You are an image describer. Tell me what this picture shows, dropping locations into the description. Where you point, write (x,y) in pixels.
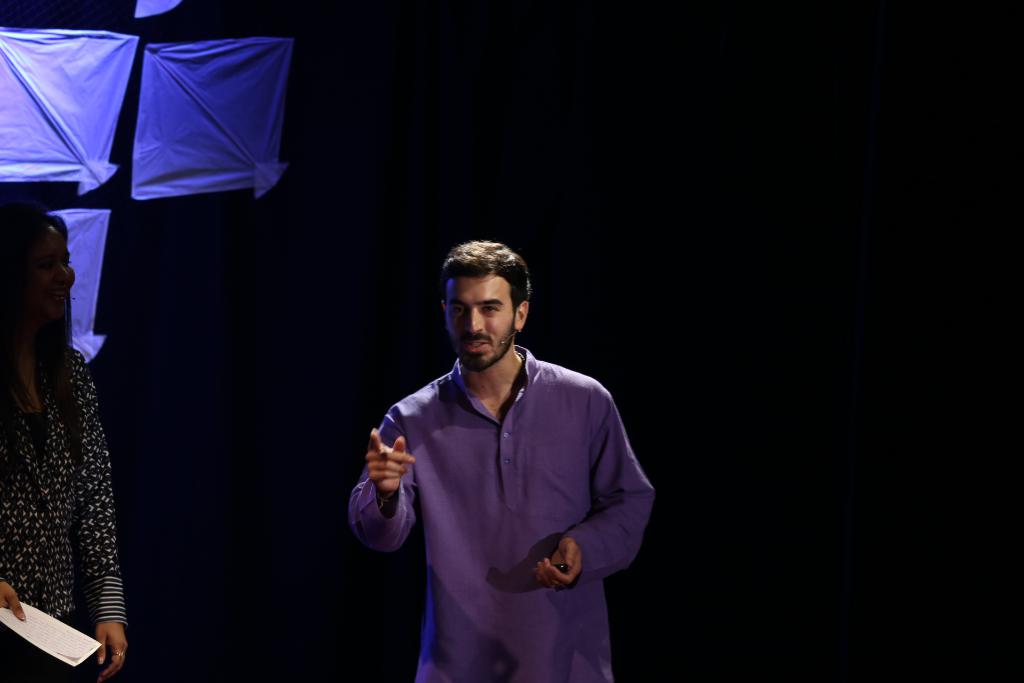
In this image we can see there is a person (477,388) standing, beside him there is a lady (55,507) standing and holding a paper (50,630) in her hand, behind her there are kites (185,80). The background (708,317) is dark.
